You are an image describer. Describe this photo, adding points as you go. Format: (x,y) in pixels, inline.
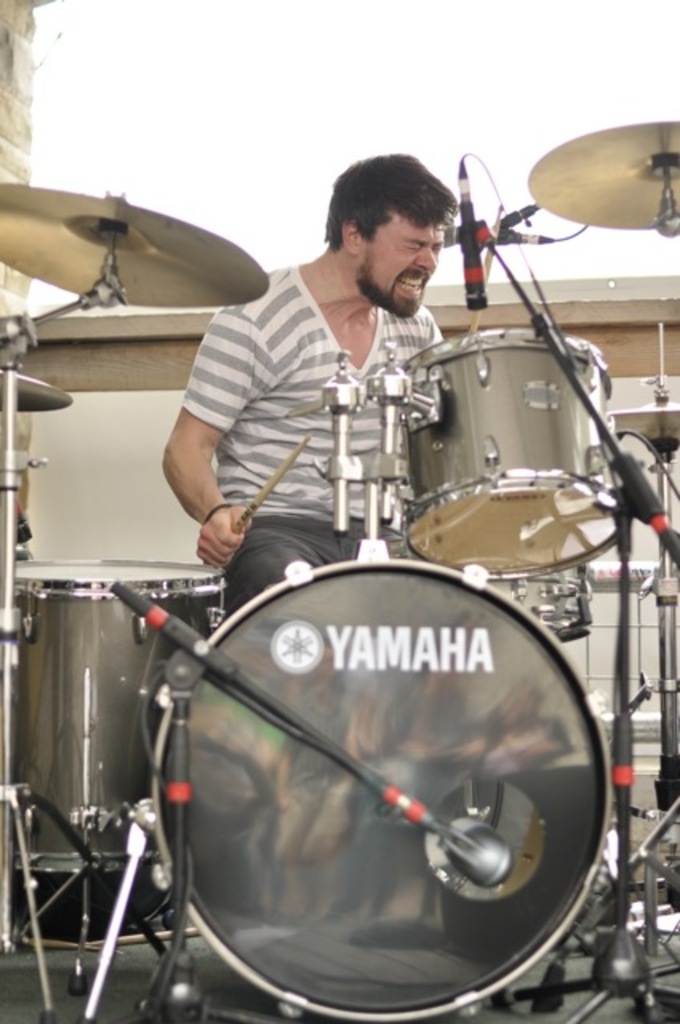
This person (302,348) is holding a stick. In-front of this person (282,563) there are musical drums (342,572), plates (529,182) and mics (476,835).
